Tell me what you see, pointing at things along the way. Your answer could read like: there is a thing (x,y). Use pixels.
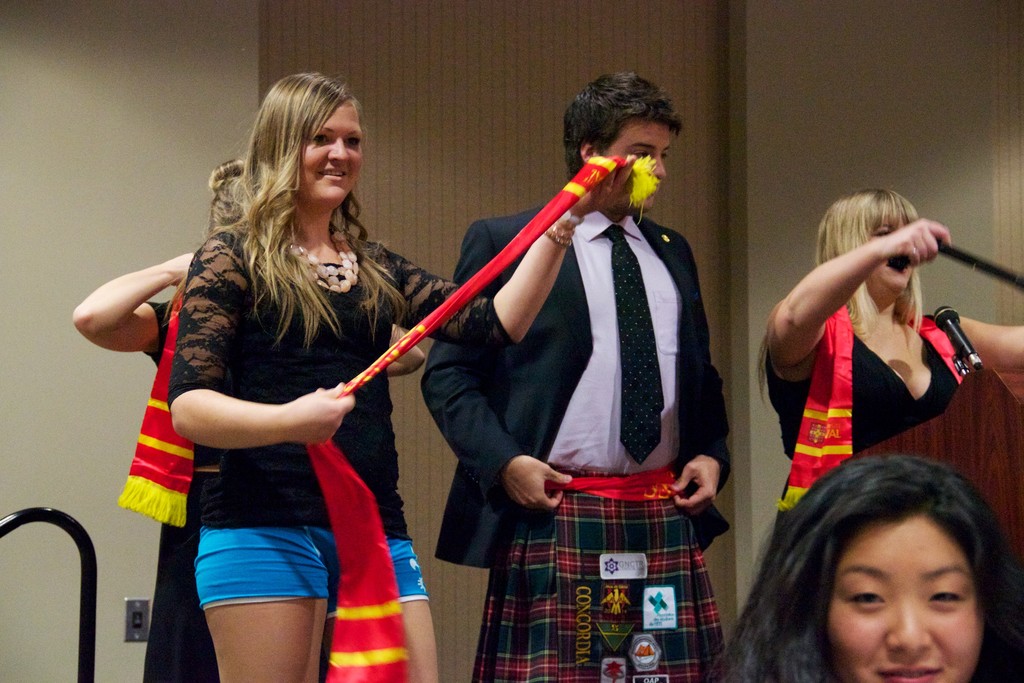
In this image we can see few people (709,343). Some are holding something in the hand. There is a podium (979,403) with mic (969,352) on the right side (969,440). In the back (502,69) there is a wall (639,53).
